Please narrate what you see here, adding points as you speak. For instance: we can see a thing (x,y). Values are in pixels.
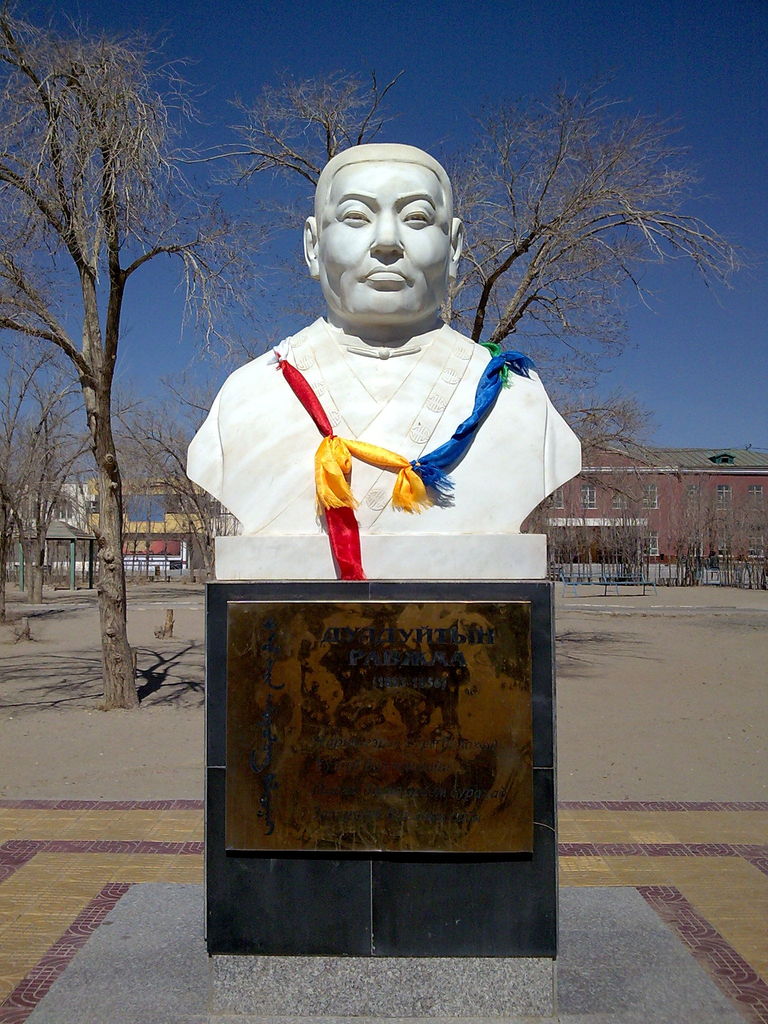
In the foreground of this image (332,699), there is a sculpture (421,362) and in the background (580,351), there are few buildings (162,523), trees (169,235), land (112,740) and the sky (162,327).
